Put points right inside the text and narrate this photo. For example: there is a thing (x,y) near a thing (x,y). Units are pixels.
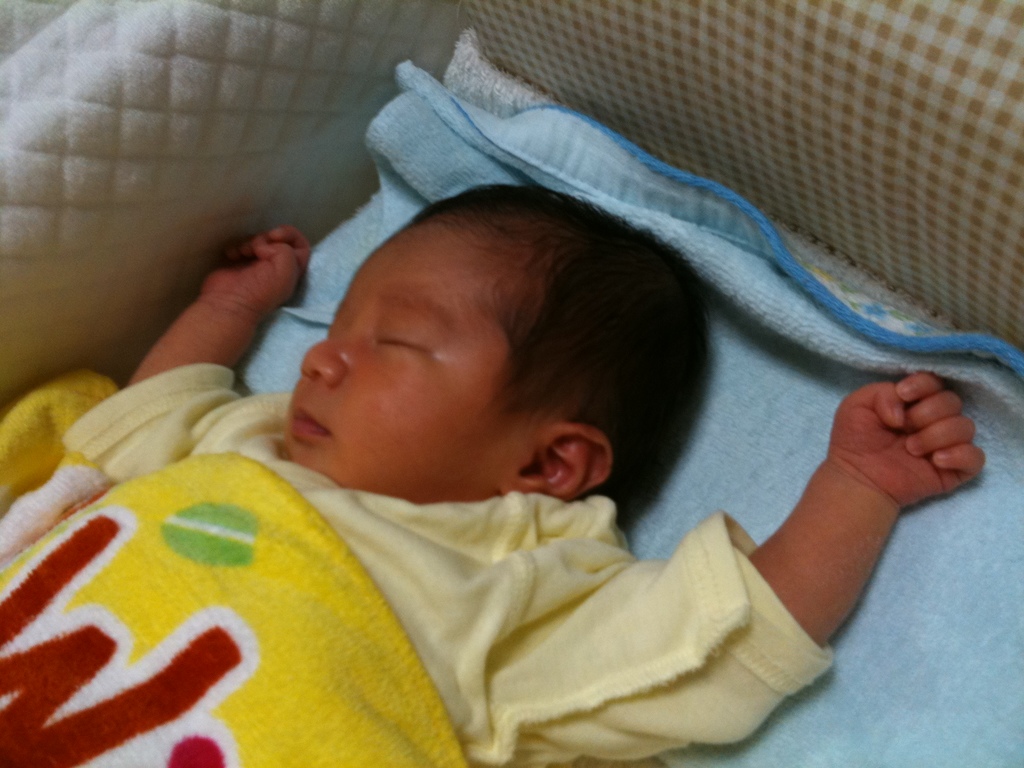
In this image I can see a baby (300,409) is sleeping in a cradle (770,149). Along with the baby (454,503) there are two bed sheets (353,762).
